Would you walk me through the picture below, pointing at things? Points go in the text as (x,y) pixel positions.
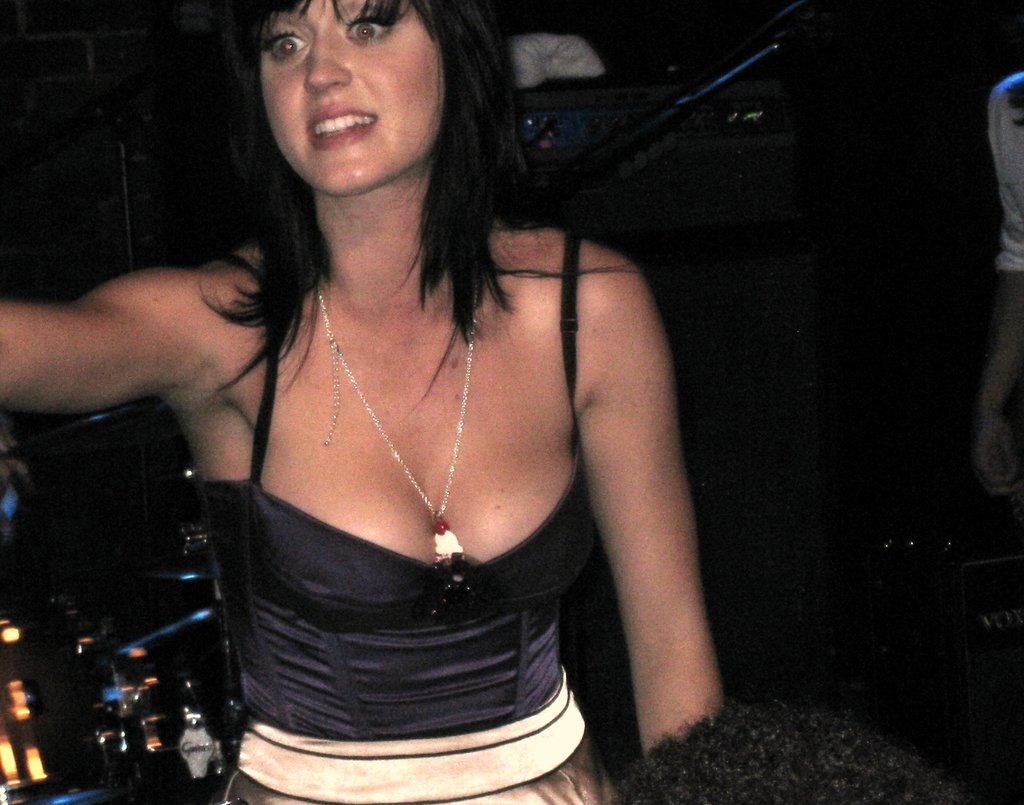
In this image there is a woman (388,410).
